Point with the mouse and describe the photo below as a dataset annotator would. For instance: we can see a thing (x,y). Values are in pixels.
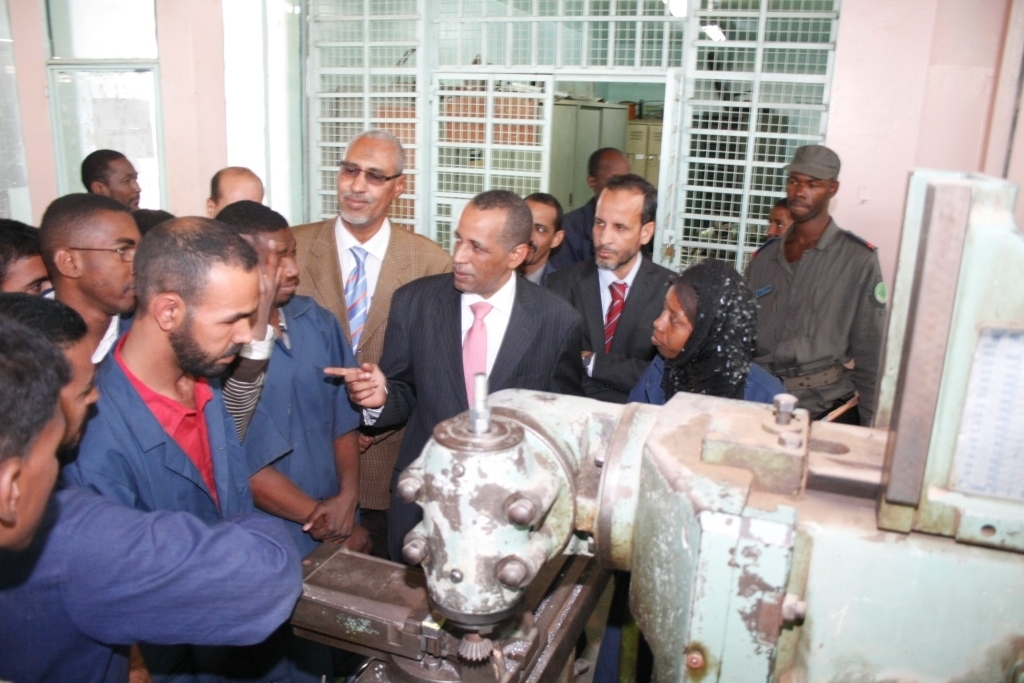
In the center of the image (533,331) we can see a few people (308,335) are standing. And the middle person (427,303) is smiling, which we can see on his face (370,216). In front of them, we can see one machine (734,474). In the background (909,47) there is a wall (910,65), fence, boxes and a few other objects (586,150).
